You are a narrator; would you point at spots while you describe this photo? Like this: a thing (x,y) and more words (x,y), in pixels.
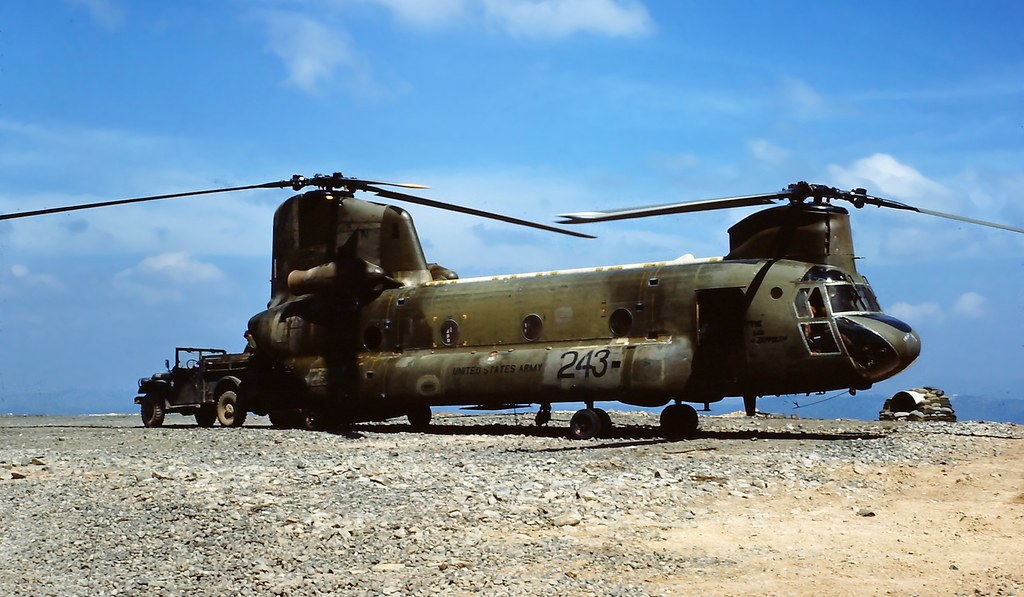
This is an aircraft (496,333) with something written on that. Also there is a vehicle (194,362). On the ground (217,498) there are stones (383,483). In the background (648,160) there is sky (170,238) with clouds (131,270).
